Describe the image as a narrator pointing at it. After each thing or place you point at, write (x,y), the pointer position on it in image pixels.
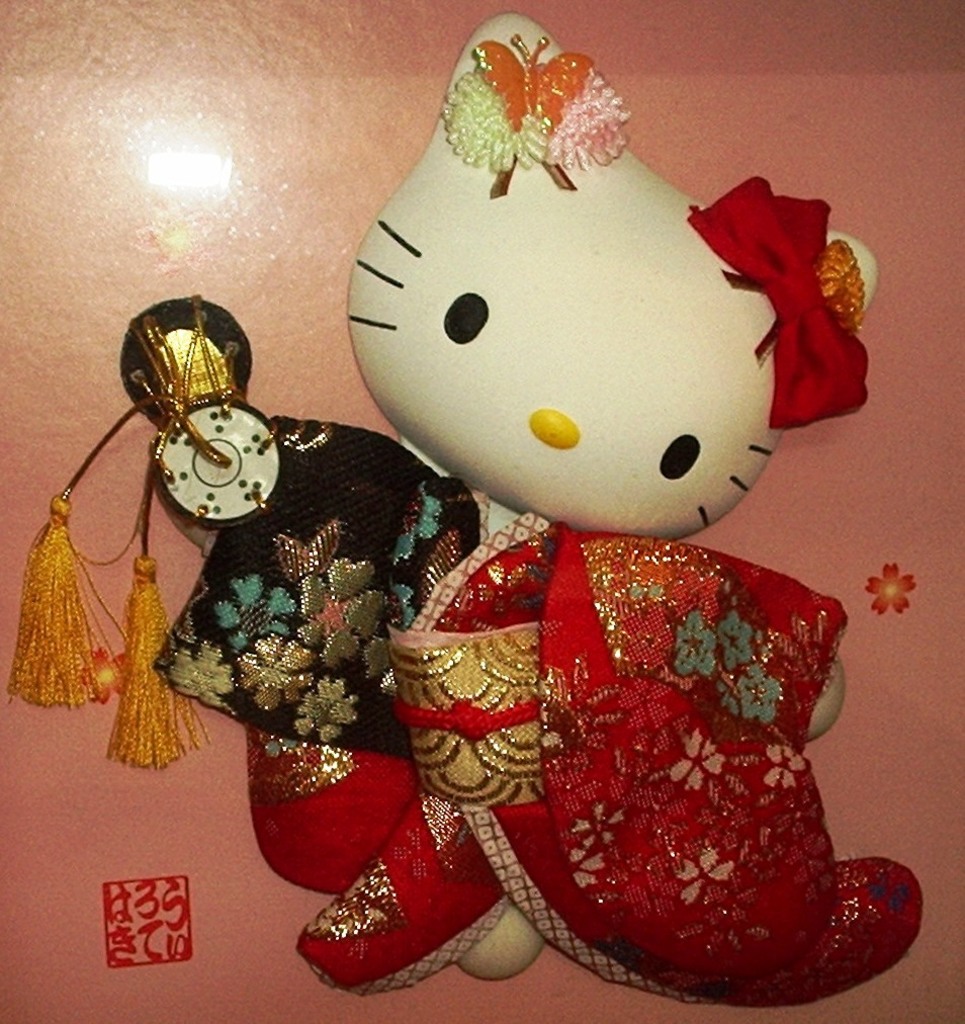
In this picture there is a toy cat (433,552) in red cloth (553,705). The wall (84,527) is painted pink.
